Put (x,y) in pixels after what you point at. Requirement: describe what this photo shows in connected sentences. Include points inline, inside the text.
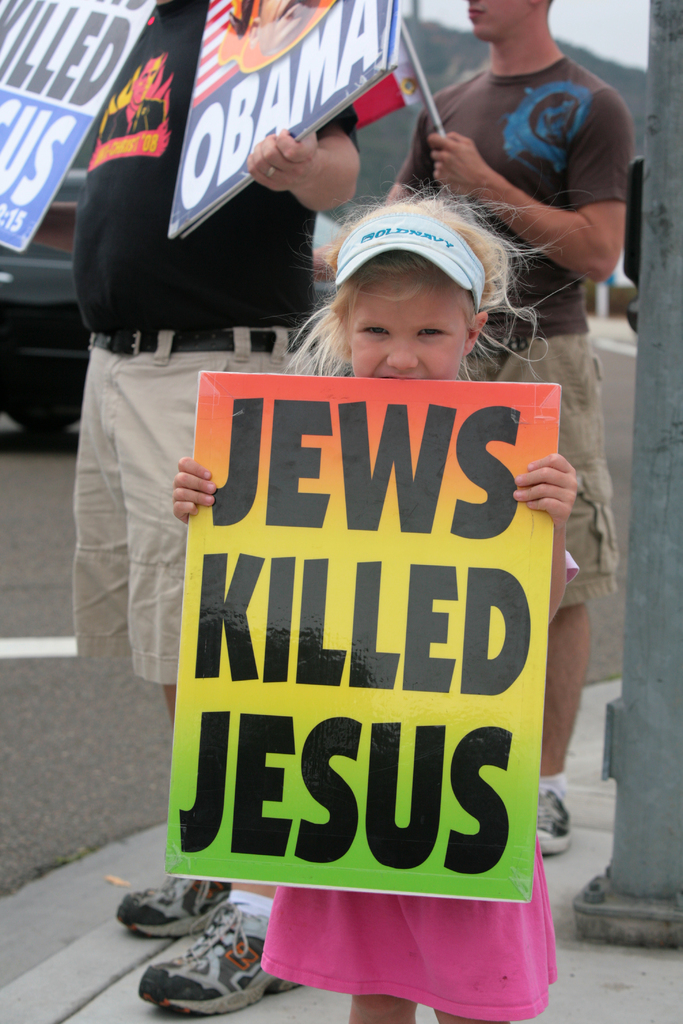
In the image we can see a girl (386,308) and two men (261,272) standing, wearing clothes (181,146) and shoes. These are the posters (230,515), road (7,732), vehicle (27,375) on the road (0,673), pole (656,444) and a sky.
